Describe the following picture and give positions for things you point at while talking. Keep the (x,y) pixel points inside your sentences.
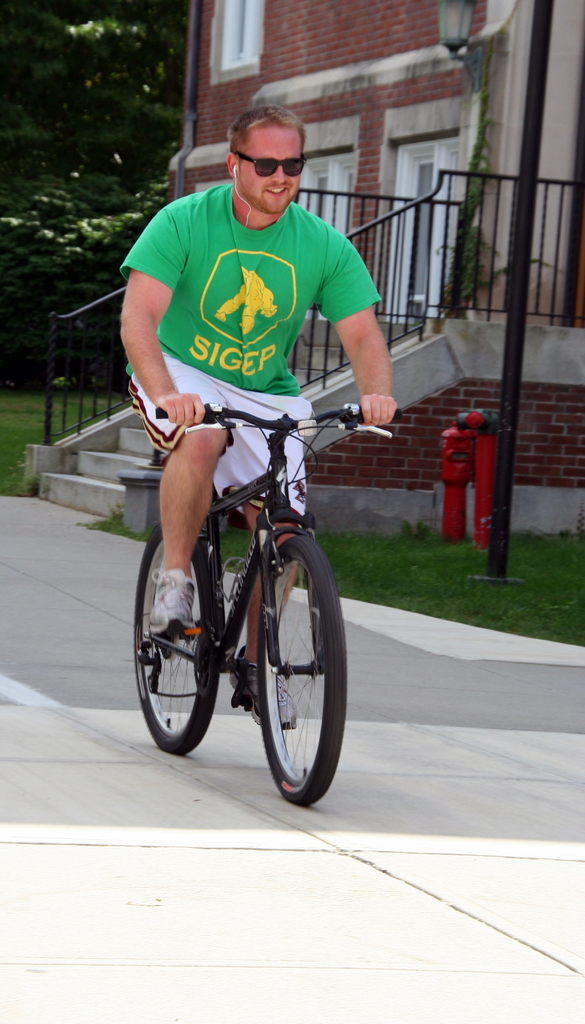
This is the picture of a man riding a bicycle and at the back ground (529,471) there is a house (549,511), pole (513,442), tree (150,13).
